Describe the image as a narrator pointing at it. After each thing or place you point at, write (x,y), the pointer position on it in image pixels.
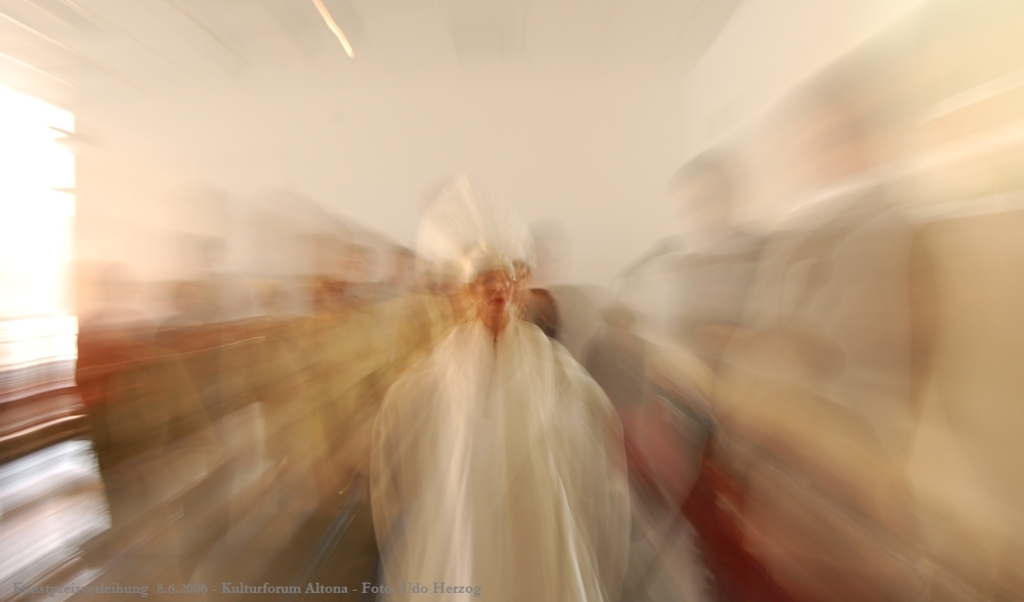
In this we can see a blurry picture, here we can find few people (495,359), in the bottom left hand corner (167,587) we can see some text (167,587).
